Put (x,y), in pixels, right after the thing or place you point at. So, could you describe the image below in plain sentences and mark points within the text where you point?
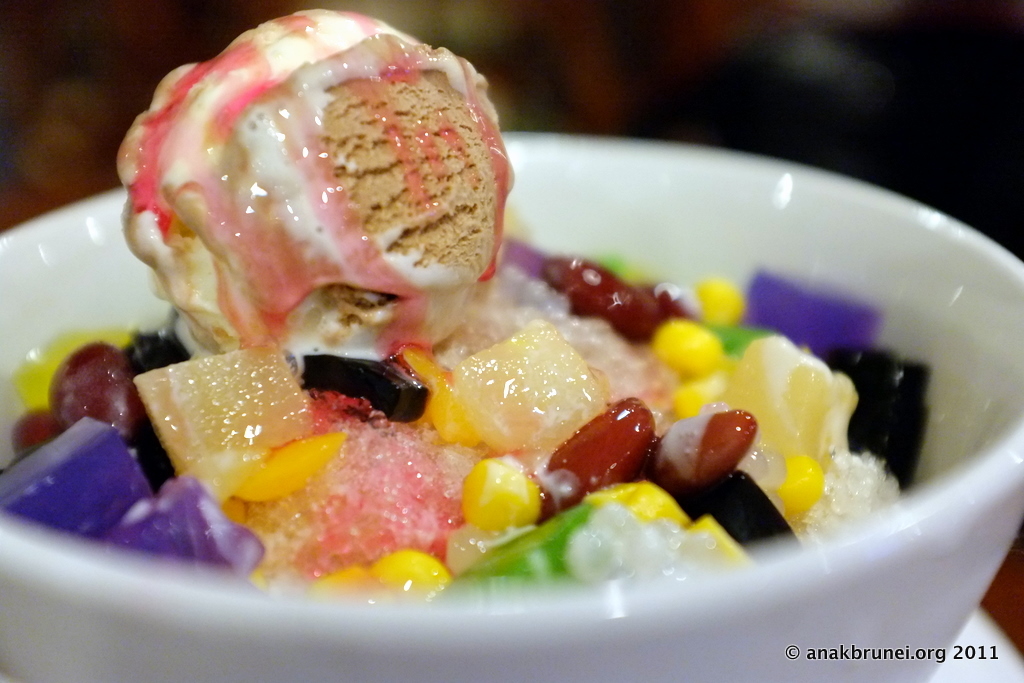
In this image we can see some food (499,367) in the bowl (1010,339). There is some text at the bottom of the image (936,650). There is a blur background (101,73) at the top of the image (959,76).
